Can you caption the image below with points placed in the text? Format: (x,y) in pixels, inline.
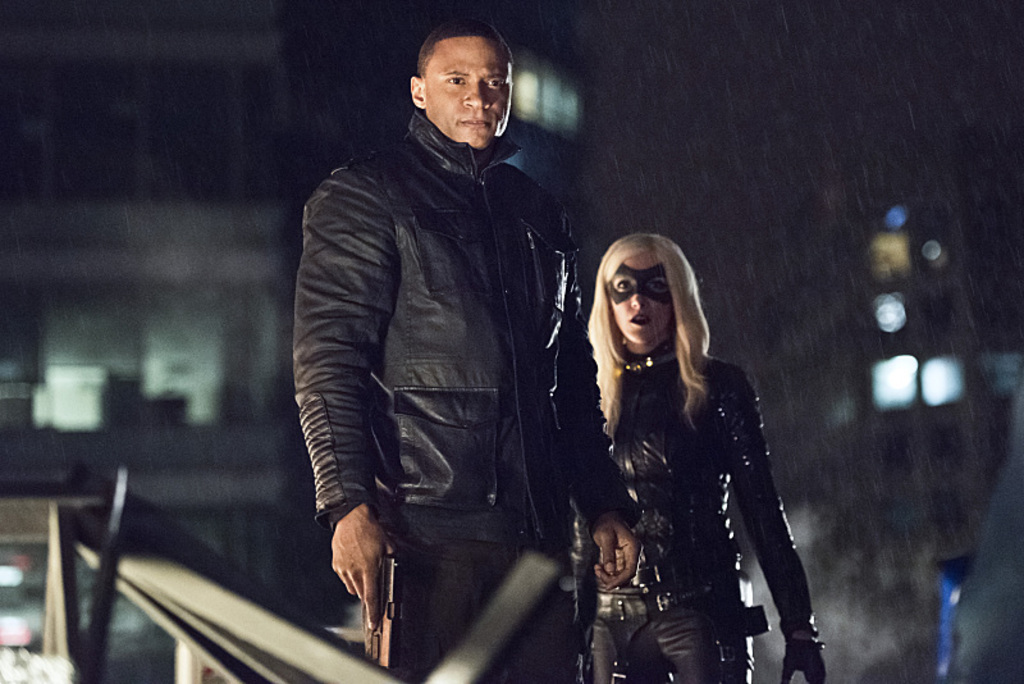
In this image, we can see a few people (613,600). Among them, we can see a person (541,642) holding a gun (384,643). We can also see the blurred background with some lights (45,653). We can see some objects (133,570) on the left (111,604).
